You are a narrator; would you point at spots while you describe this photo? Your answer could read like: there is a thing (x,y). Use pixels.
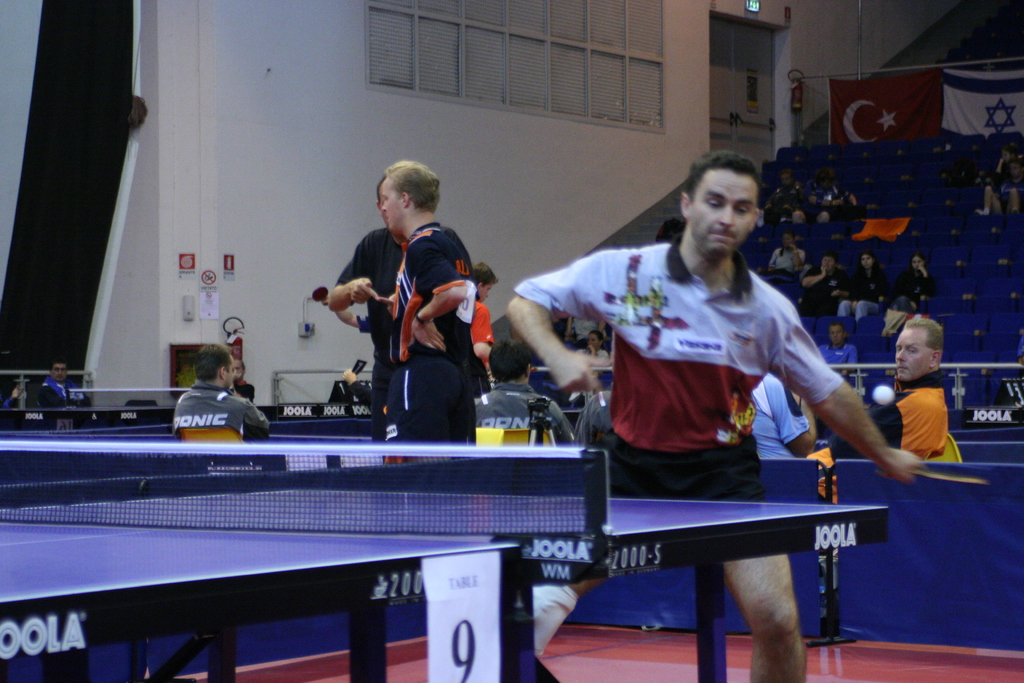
In this image i can see a man (685,349) standing and playing at left (189,398) there are two other persons (439,270) standing and a man (207,395) sitting at the back ground (786,257) i can see few other people (902,294) sitting on a chair (941,294), a banner (917,132), at left (293,291) i can see a wall (559,171), a window (562,89).
